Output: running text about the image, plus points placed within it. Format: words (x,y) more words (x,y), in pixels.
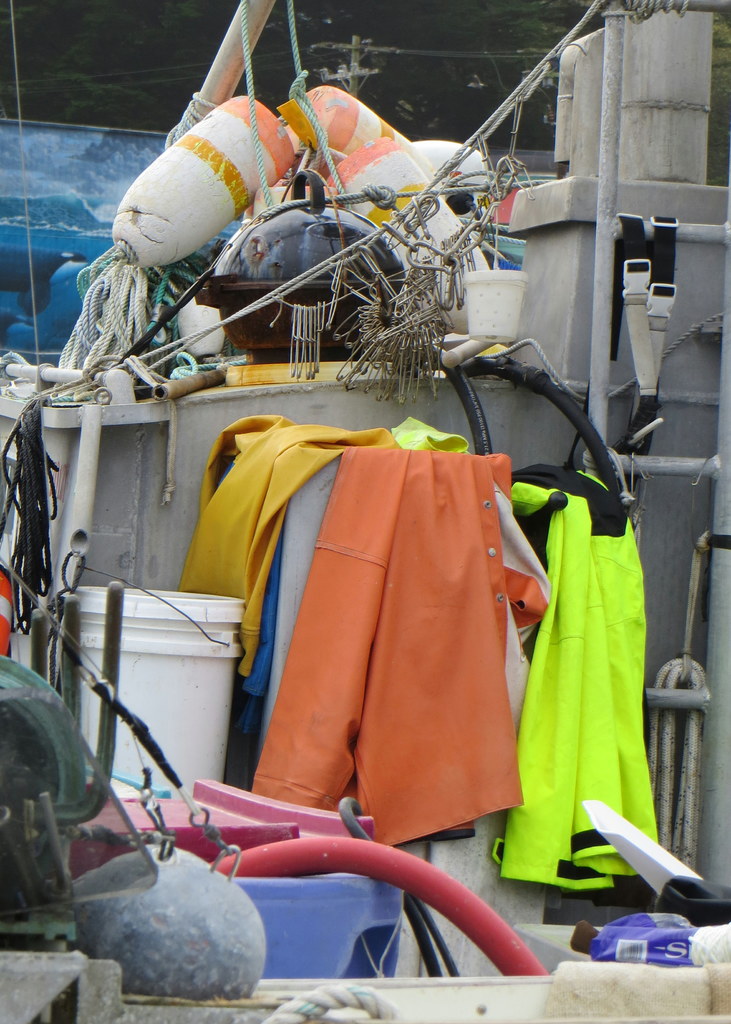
In this image, I can see the clothes (257,669), bucket (125,666), pipe (447,874), ropes (689,662), lid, ladder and few other objects (367,161). At the top of the image (353,90), It looks like a current pole (358,76).
